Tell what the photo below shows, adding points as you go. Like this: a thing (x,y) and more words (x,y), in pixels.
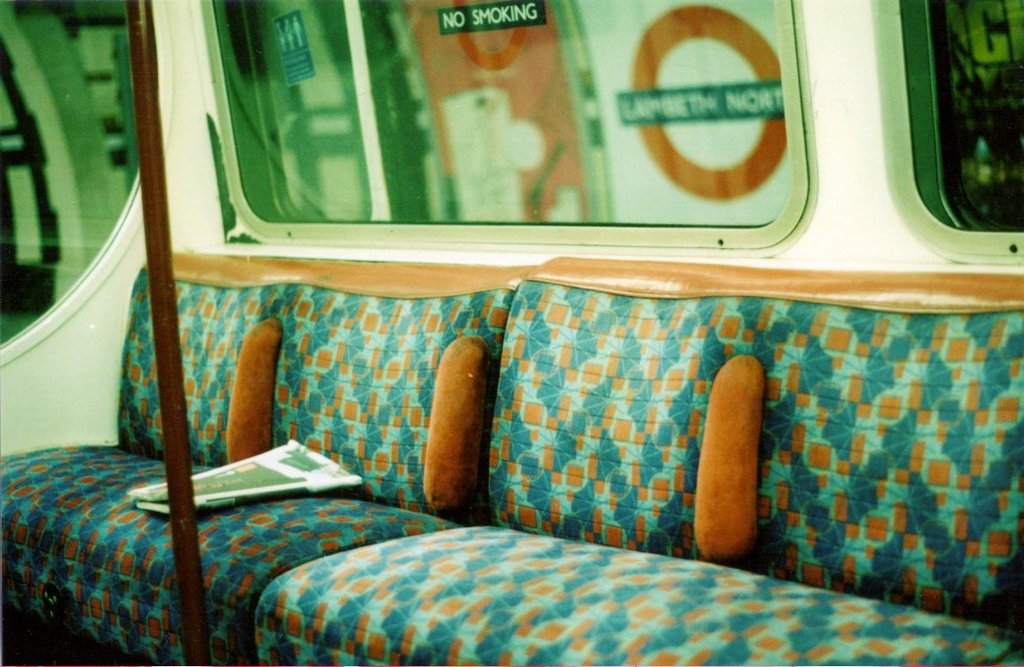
In this image I can see the inner part (319,497) of the vehicle (450,513). I can also see a couch (241,406) which is in orange and green color, background (76,35) I can see few windows (635,163).
